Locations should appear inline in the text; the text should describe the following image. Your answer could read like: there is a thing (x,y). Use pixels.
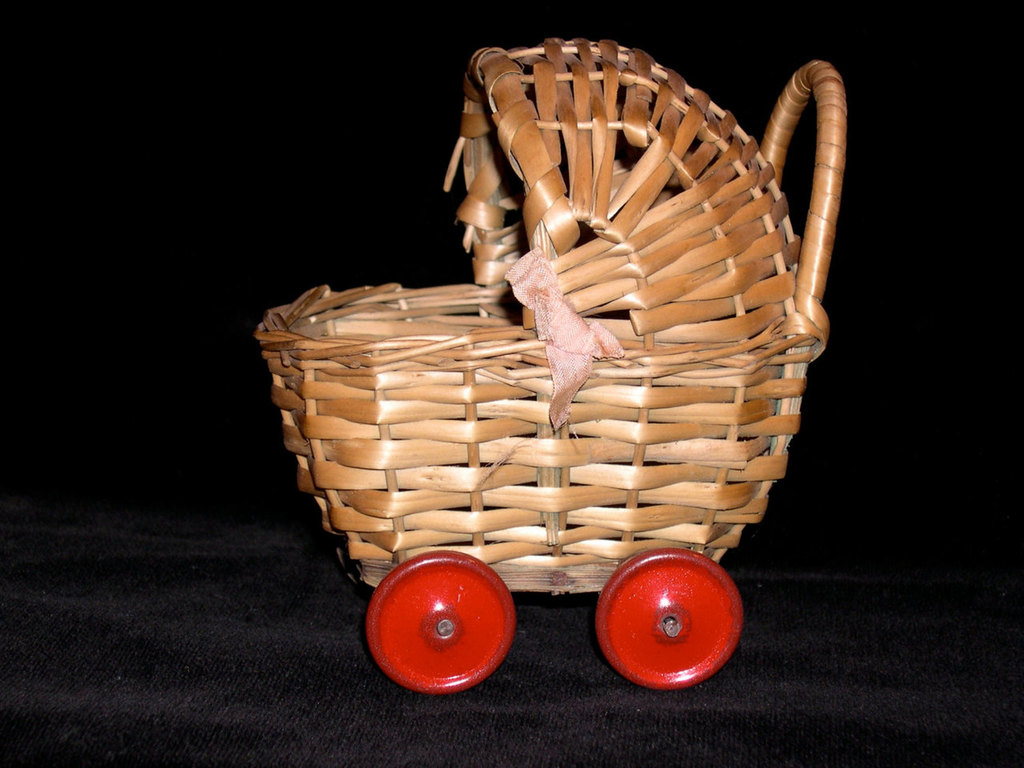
In the picture we can see wicker object (535,418) which has wheels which are in red color.
